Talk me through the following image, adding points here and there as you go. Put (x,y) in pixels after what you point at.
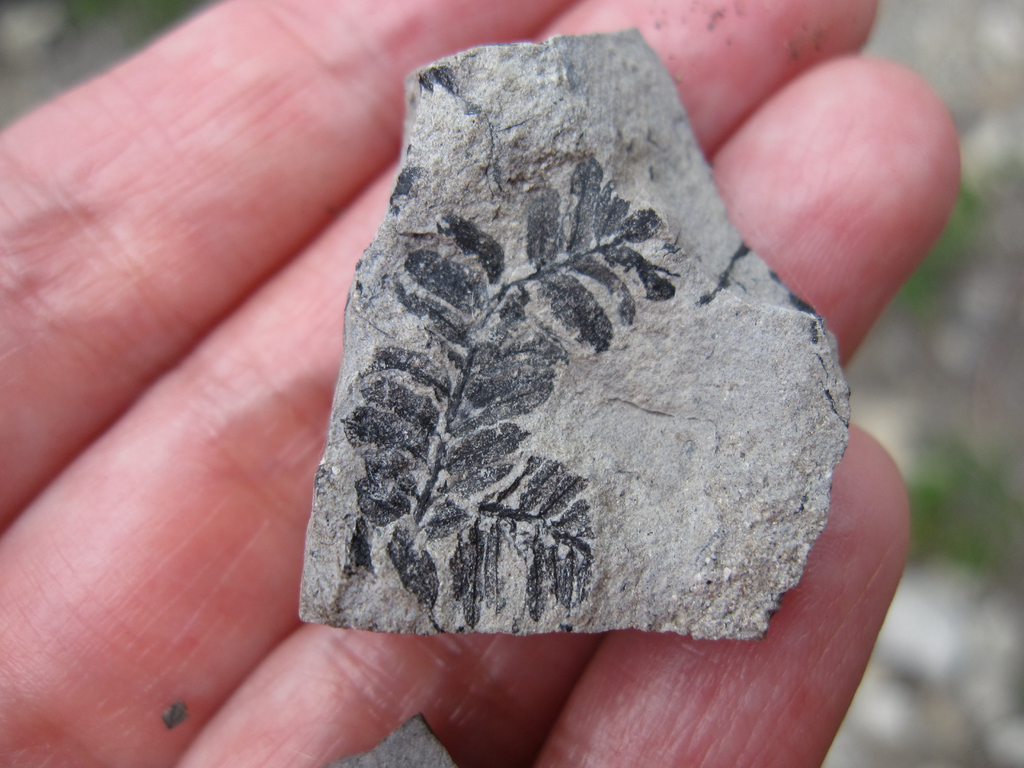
In this image we can see a stone (813,423) placed in a hand (738,705).
